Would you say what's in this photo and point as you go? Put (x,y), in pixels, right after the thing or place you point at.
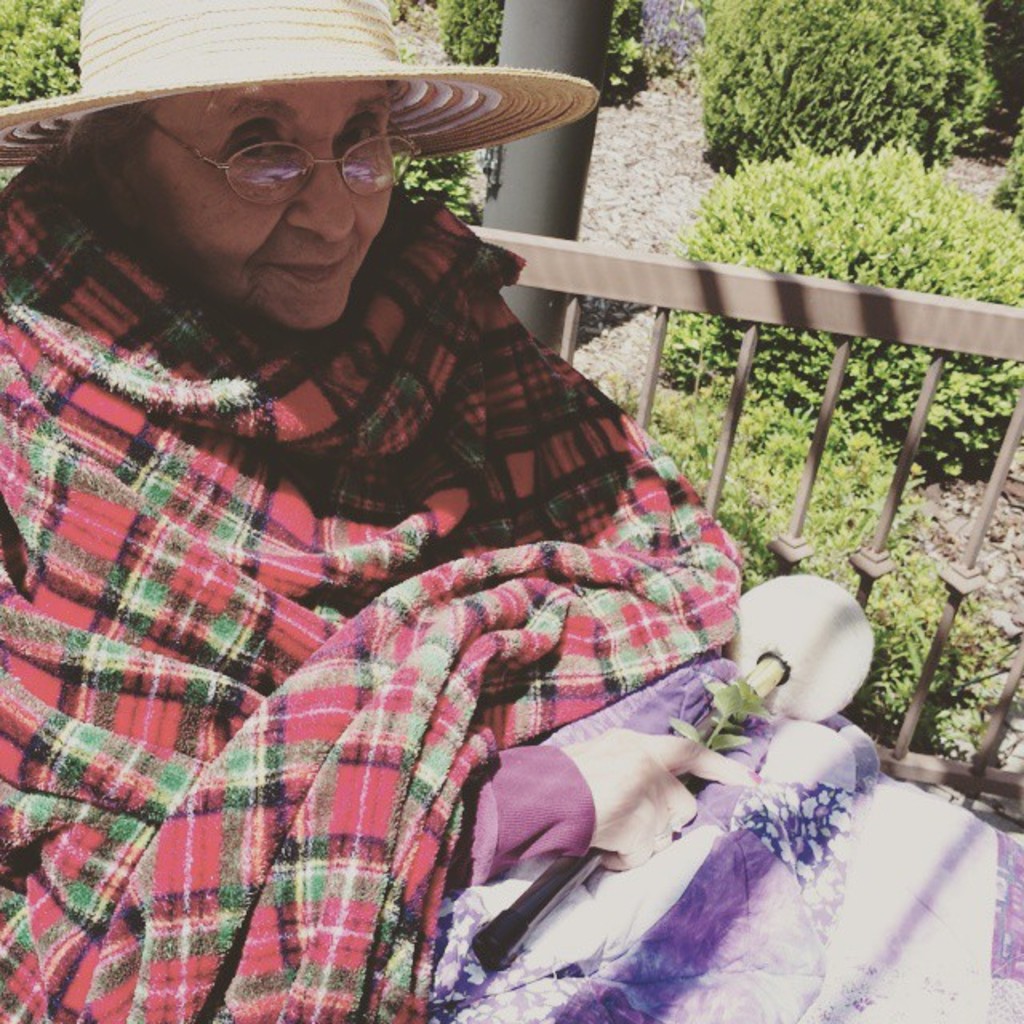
In this image we can see a woman (403,359) wearing a cap (174,12) and holding an object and behind her we can see a fence (951,304), pole (563,215) and plants (975,65).
